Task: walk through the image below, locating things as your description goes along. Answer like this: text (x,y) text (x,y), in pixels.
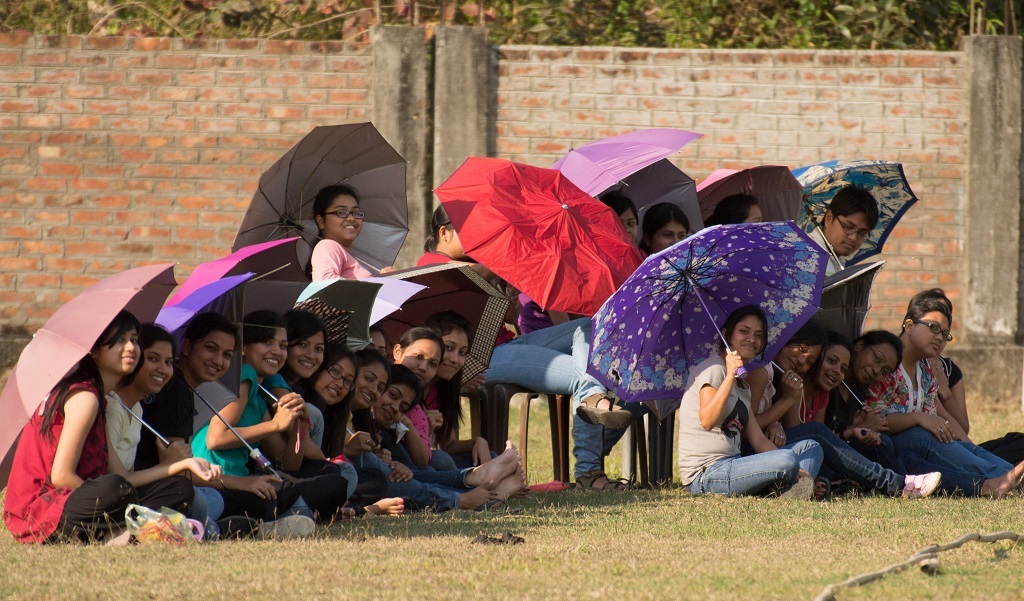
In this image we can see people (578,394) sitting on the ground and some are sitting on the chairs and many are holding umbrellas (664,355) in their hands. In the background (634,64) we can see walls (605,64) and trees (233,18).
